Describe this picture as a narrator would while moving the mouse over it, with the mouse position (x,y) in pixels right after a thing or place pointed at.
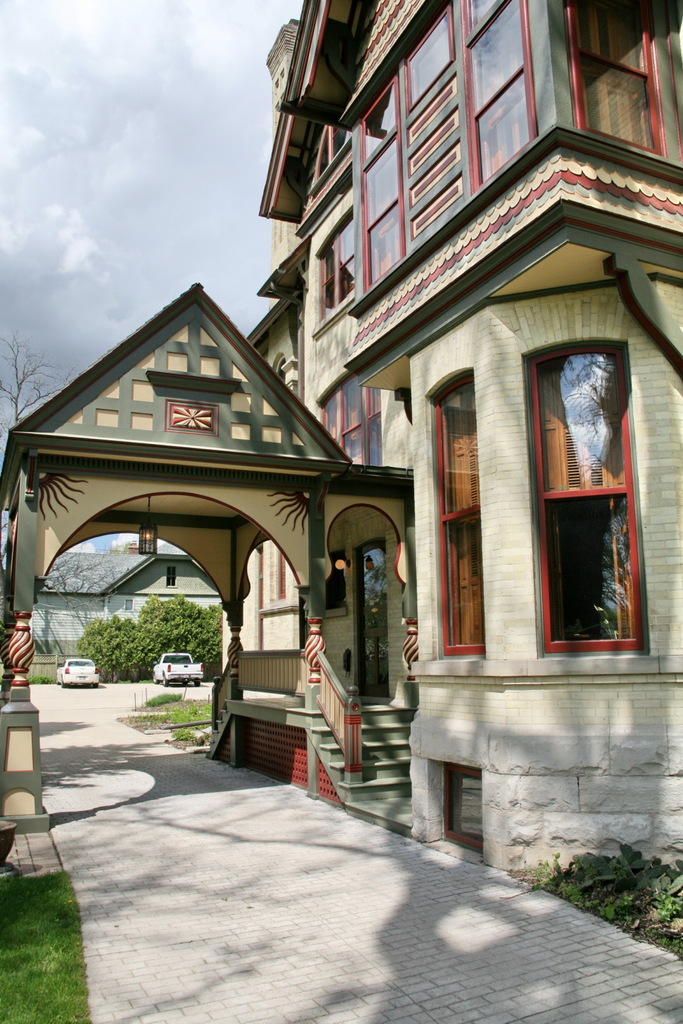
In this image there are buildings (382,650) and we can see stairs (361,770). In the background (66,682) there are cars (75,682), trees (172,629) and sky (136,228). At the bottom (58,1019) there is grass (65,984).
